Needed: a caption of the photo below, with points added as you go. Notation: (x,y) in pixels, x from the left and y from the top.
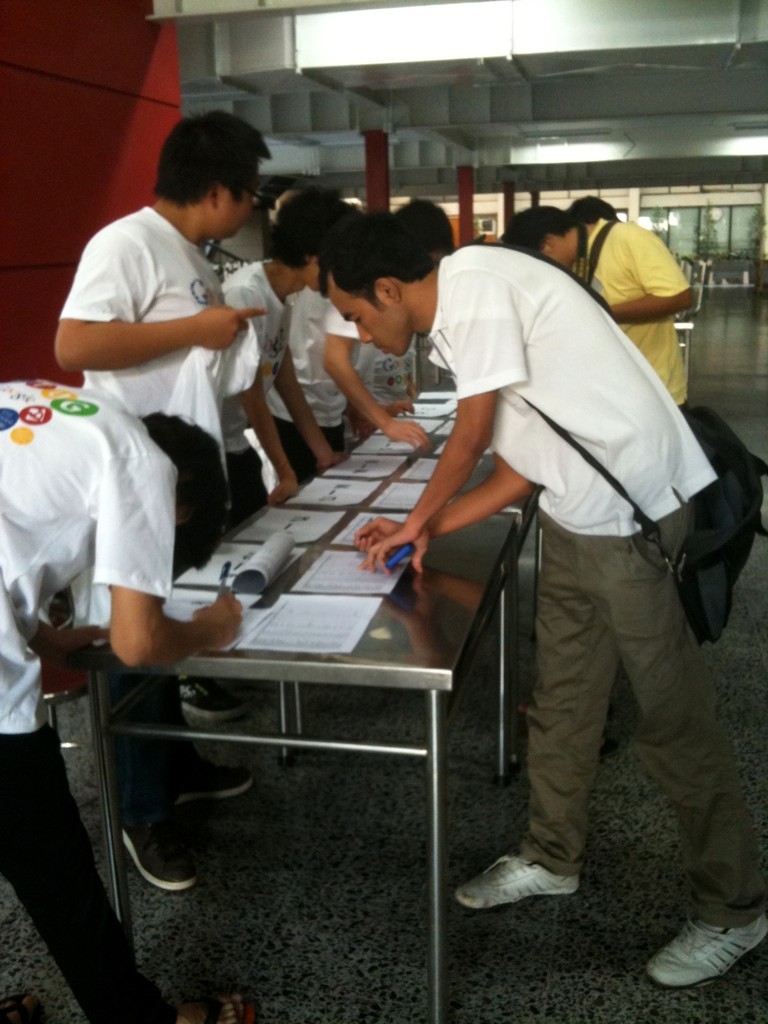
These persons (412,241) are standing. This man (645,507) wore a bag (637,503). On this table (340,652) there are papers (315,621).
